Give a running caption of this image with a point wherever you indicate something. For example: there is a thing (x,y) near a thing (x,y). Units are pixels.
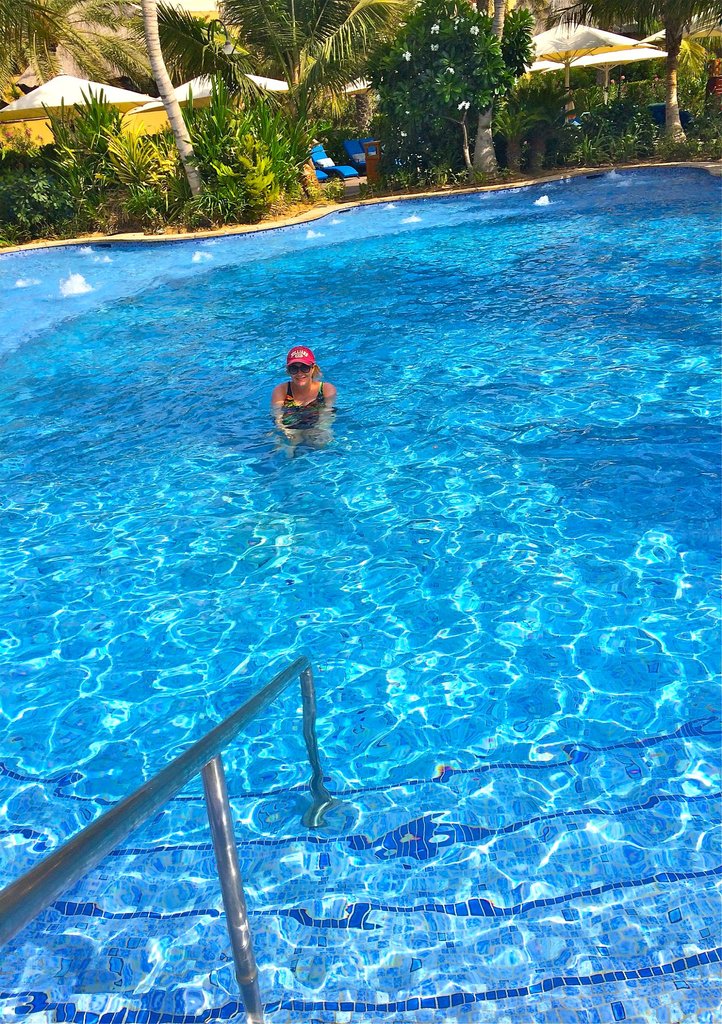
In this image there is a swimming pool (274,524). There is a woman (327,409) in the swimming pool (168,360). Behind the pool (234,252) there are plants (213,164), trees (239,87), table umbrellas (629,56) and chairs (356,145) on the ground (354,181). To the bottom left (158,788) there is a railing (198,744) in the pool (186,740). There is water (366,248) in the pool (256,251).
